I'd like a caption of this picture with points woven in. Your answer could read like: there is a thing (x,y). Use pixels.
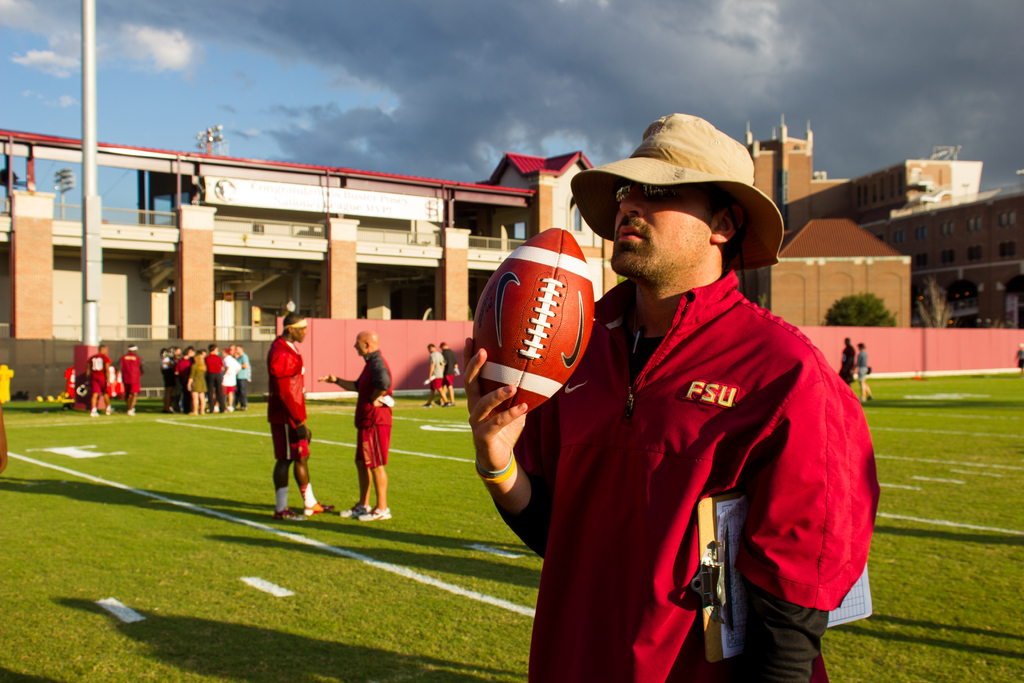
In the given image we can see that, there are many people (612,423) in a ground (263,414). There is a building (173,230), pole (90,125) and cloudy sky (467,85).
